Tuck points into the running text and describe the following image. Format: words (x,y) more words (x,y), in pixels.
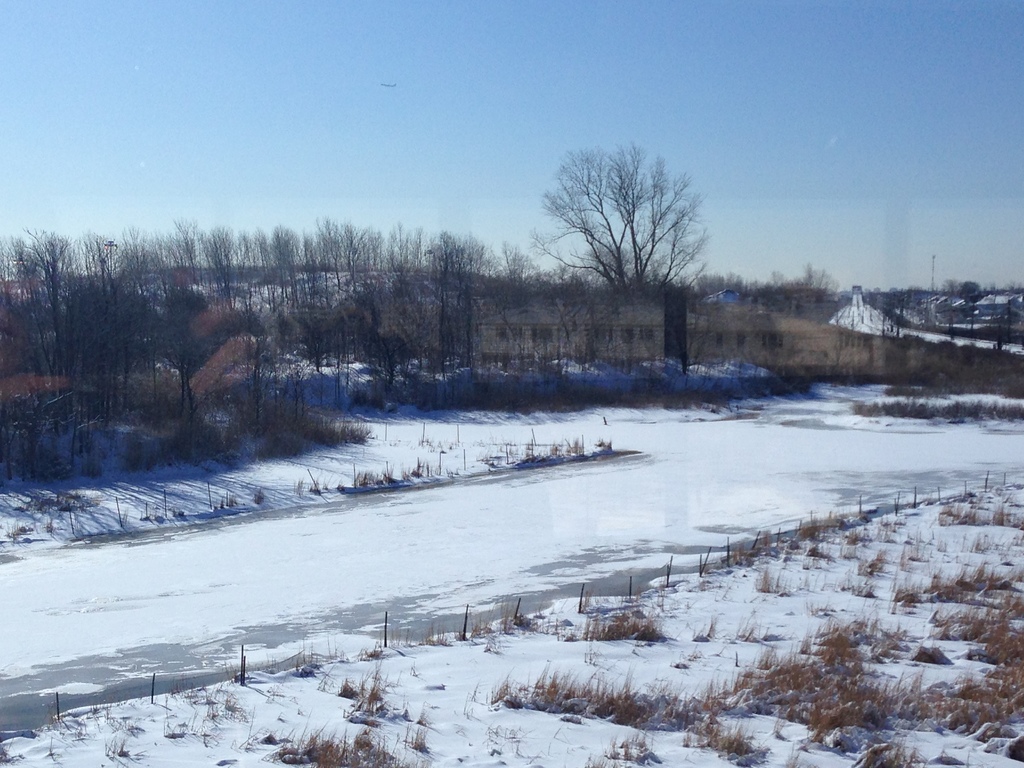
In this picture we can see snow (449,632), trees (369,396) and a sky (287,79).
